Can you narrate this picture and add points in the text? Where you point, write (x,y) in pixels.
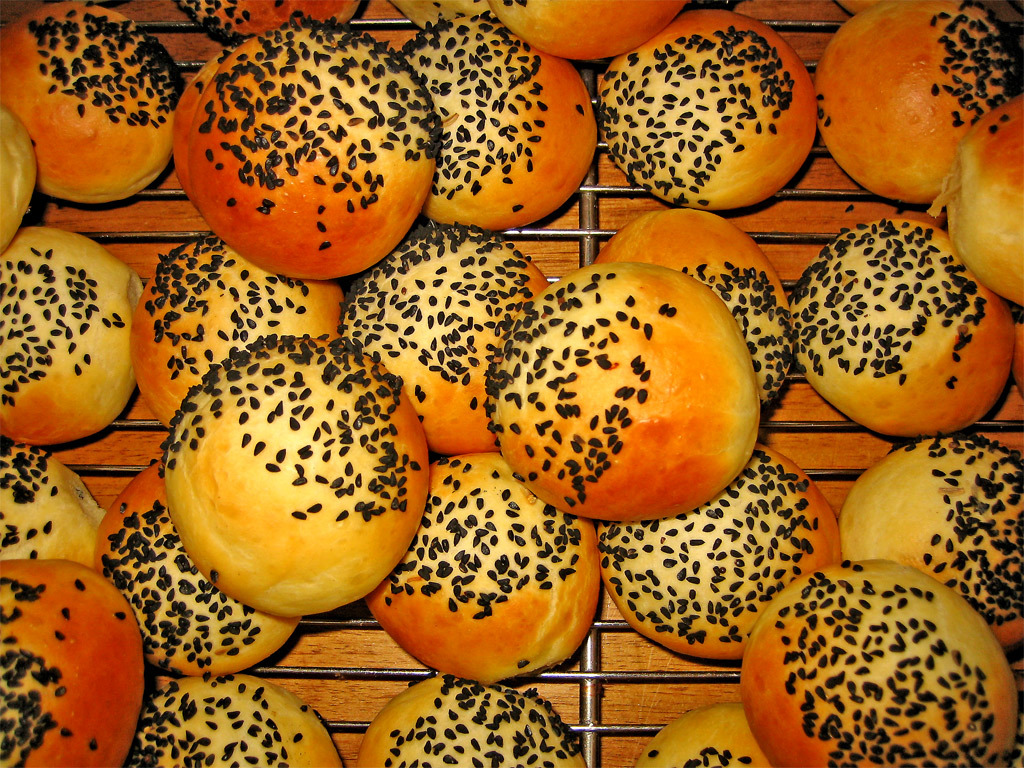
These are the buns (749,123) with the sesame seeds (227,365) on it, which are placed on a grill (597,213). In the background (566,228), I think this is a wooden table (139,265).
